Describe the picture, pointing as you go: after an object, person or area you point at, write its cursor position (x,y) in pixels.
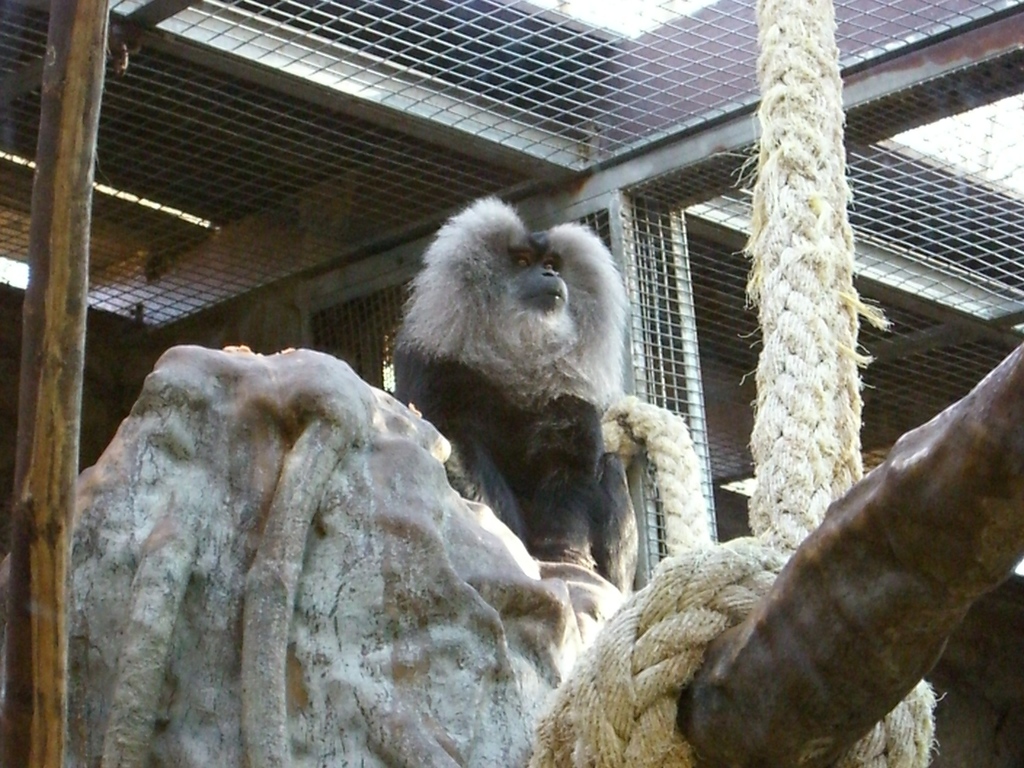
In this picture there is a black monkey (491,445) sitting on the rock (395,624). In the front (634,700) there is a white color big rope (728,611). On the top (428,99) we can see the iron cage net (664,198).
